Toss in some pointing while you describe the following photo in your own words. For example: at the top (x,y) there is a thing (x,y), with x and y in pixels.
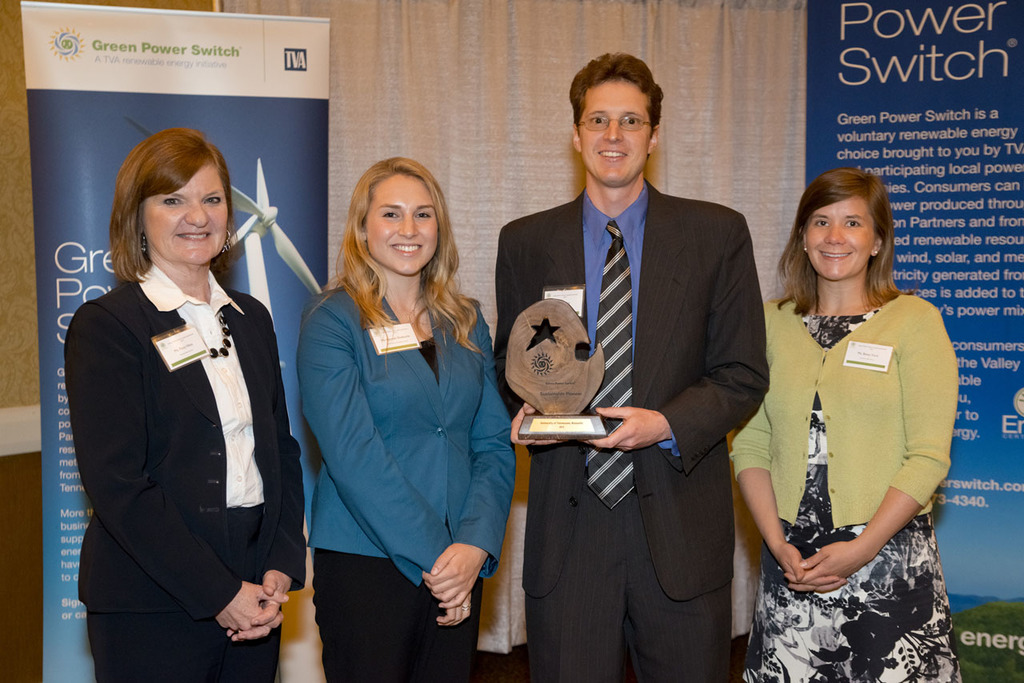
In the image we can see three women (502,422) and a man (664,439) standing, wearing clothes (398,369), identity card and they are smiling. The left side woman (252,430) is wearing neck chain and earrings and the man (630,349) is wearing spectacles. Behind them, we can see posters (317,114) and text (856,118) on it and the curtains (688,105).
